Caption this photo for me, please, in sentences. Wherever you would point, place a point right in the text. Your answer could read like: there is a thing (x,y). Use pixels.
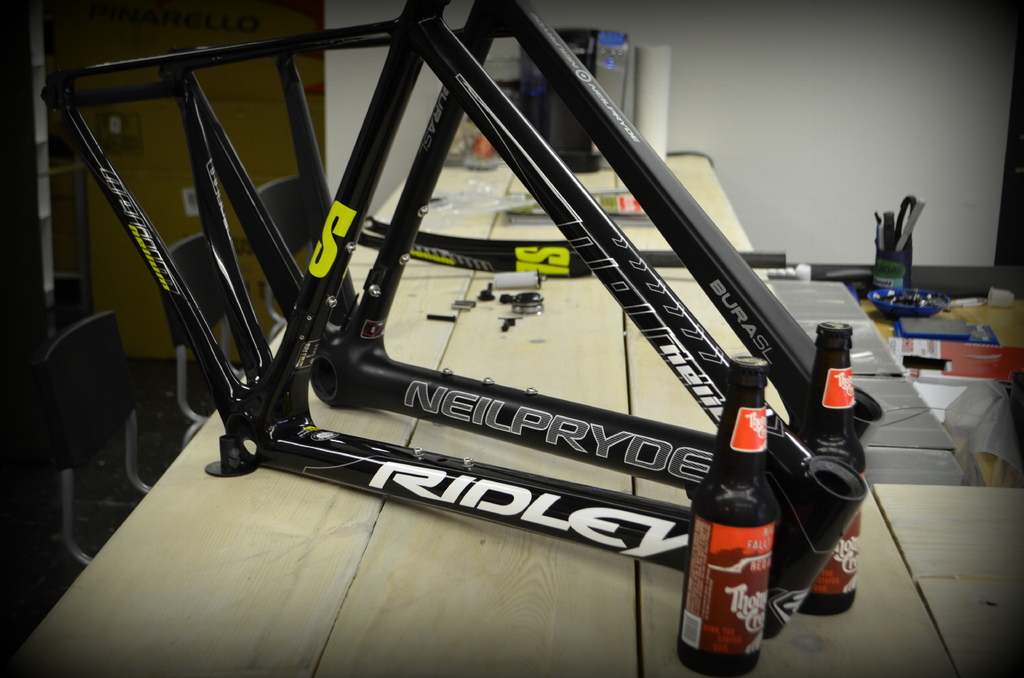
As we can see in the image, there is a table (571,334). On table (586,352) there are two bottles (741,573). Beside the table (166,567) there are three chairs (109,398). There is a white color wall (807,107) over here.
